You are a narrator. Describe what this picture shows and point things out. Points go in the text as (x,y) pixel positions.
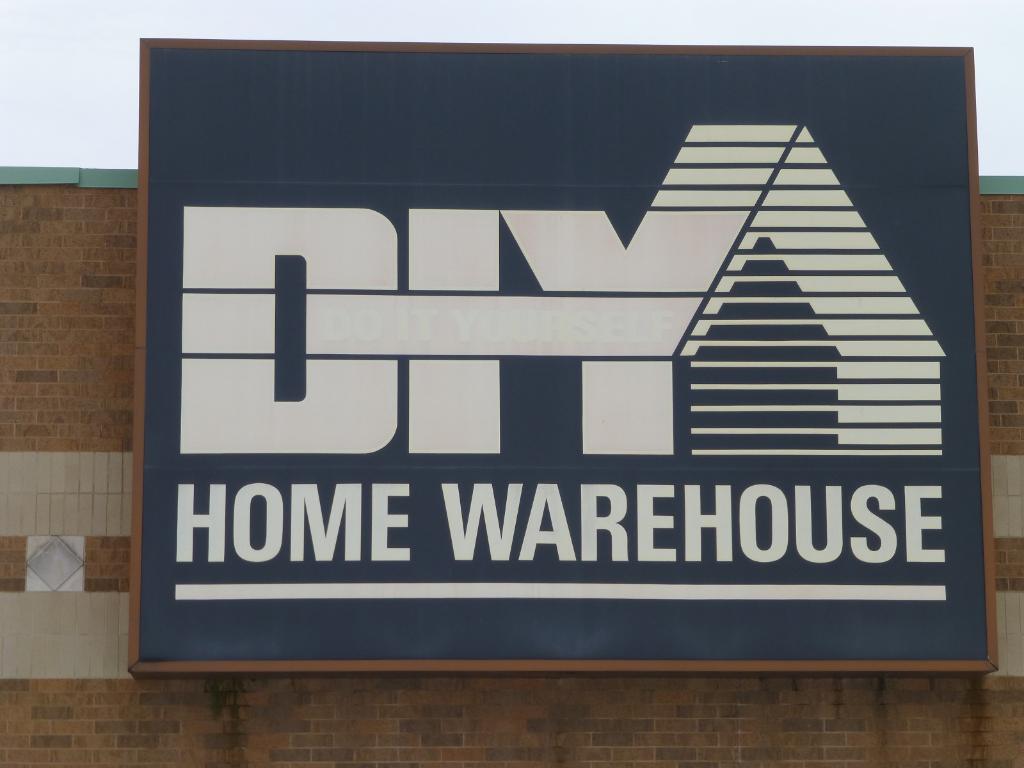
In this image, we can see the wall (841,750). We can also see a board (476,334) with some text (398,342). We can see the sky (73,75).
